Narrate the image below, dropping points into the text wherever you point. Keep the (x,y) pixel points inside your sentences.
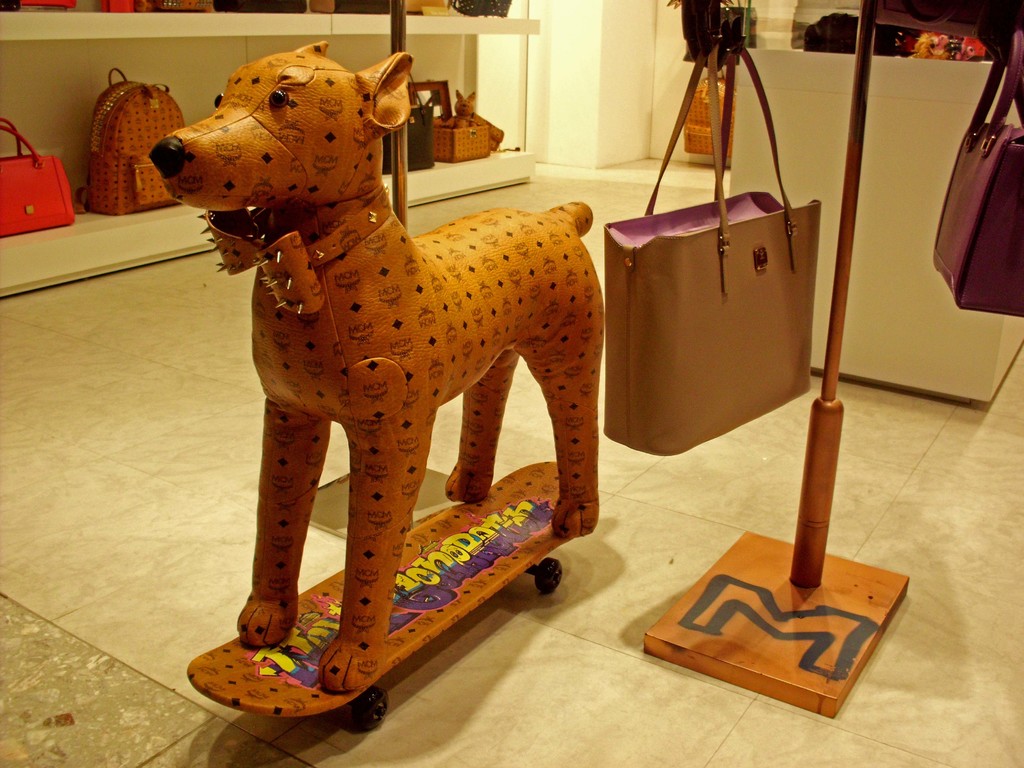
In the image there is a statue (388,314) of a dog (392,441) on a skateboard (538,482) and behind it there are handbags (733,208) to a stand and over the left side (55,168) there are bags (105,115) on the rack (524,30).
